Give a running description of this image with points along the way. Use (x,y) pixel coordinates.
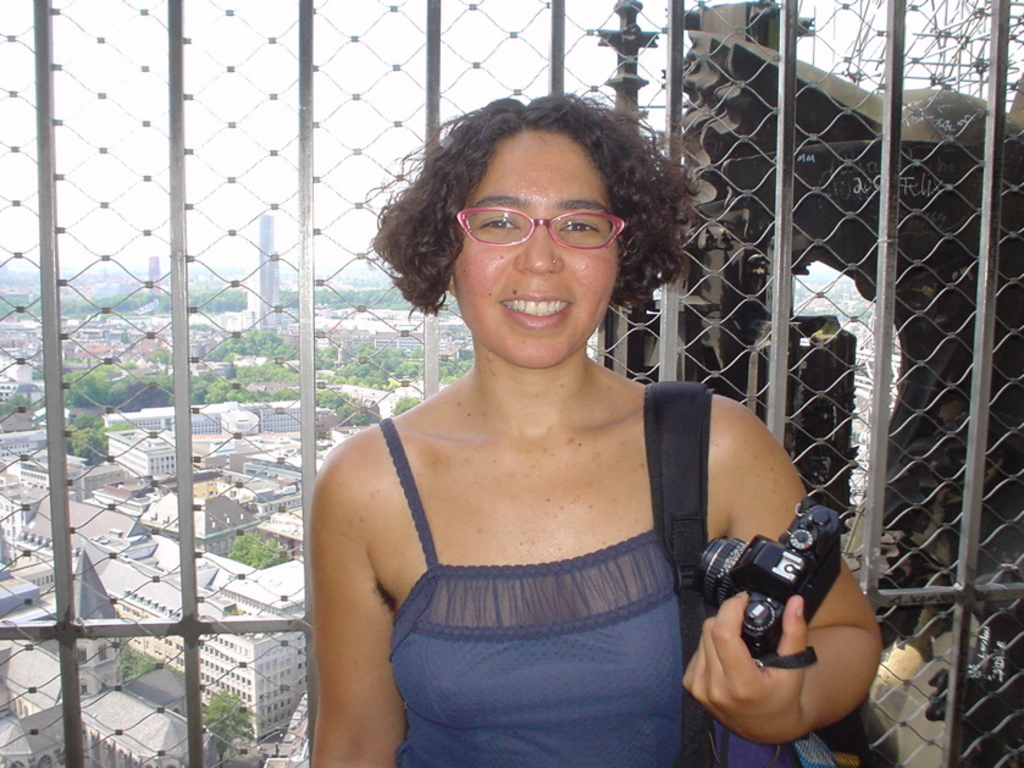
In this image there is the sky (237,81), there are trees (255,340), there are buildings (267,286), there is a fencing (311,367), there is a woman (578,404) standing, she is holding a camera (795,569), she is wearing a bag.
